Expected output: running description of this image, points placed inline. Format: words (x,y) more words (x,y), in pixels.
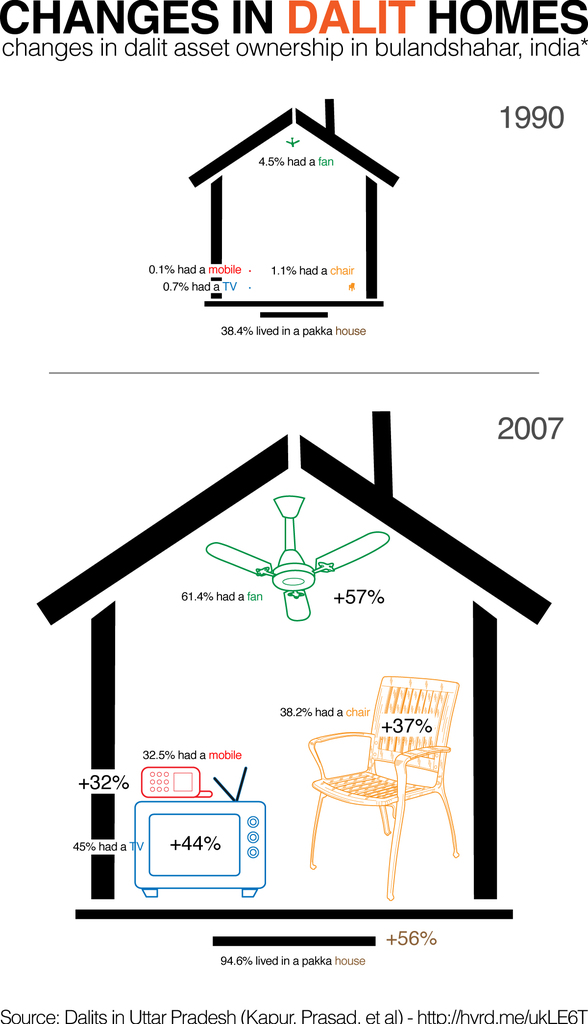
This image consists of a poster (397,511) on that there are houses (390,604), fan (259,576), chair (426,750), TV (243,829), mobile phone (159,791) and text (184,843).
